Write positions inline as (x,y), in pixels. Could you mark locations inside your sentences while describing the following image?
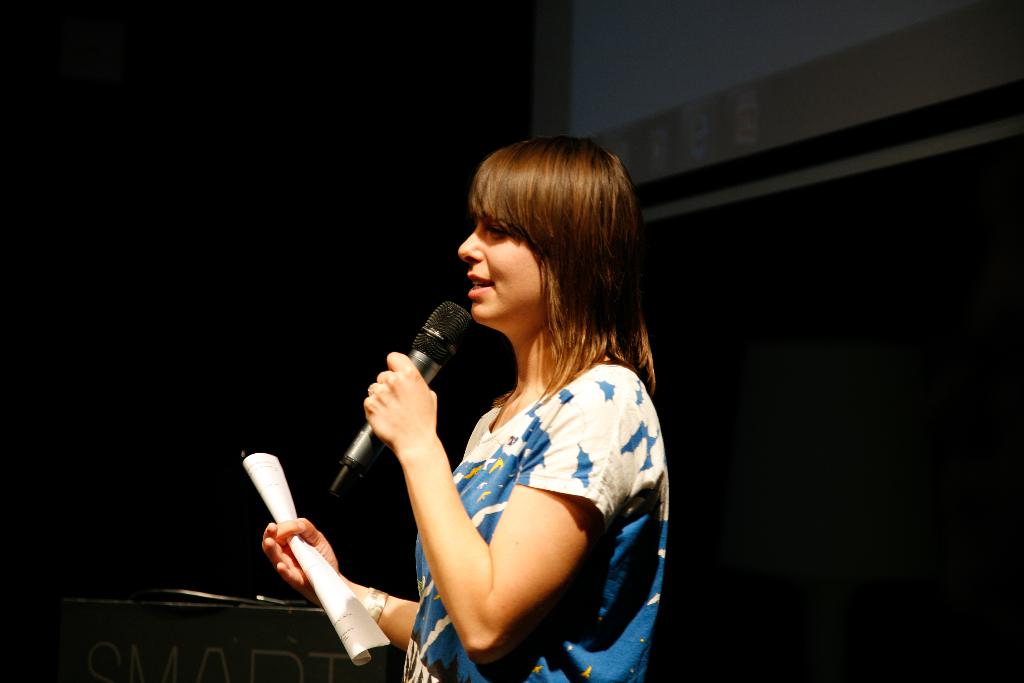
a person (522,559) is standing facing her left. a paper (327,590) in her hand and a microphone (434,359) in other hand (419,396). she is wearing a blue and white colored t shirt (521,440).
